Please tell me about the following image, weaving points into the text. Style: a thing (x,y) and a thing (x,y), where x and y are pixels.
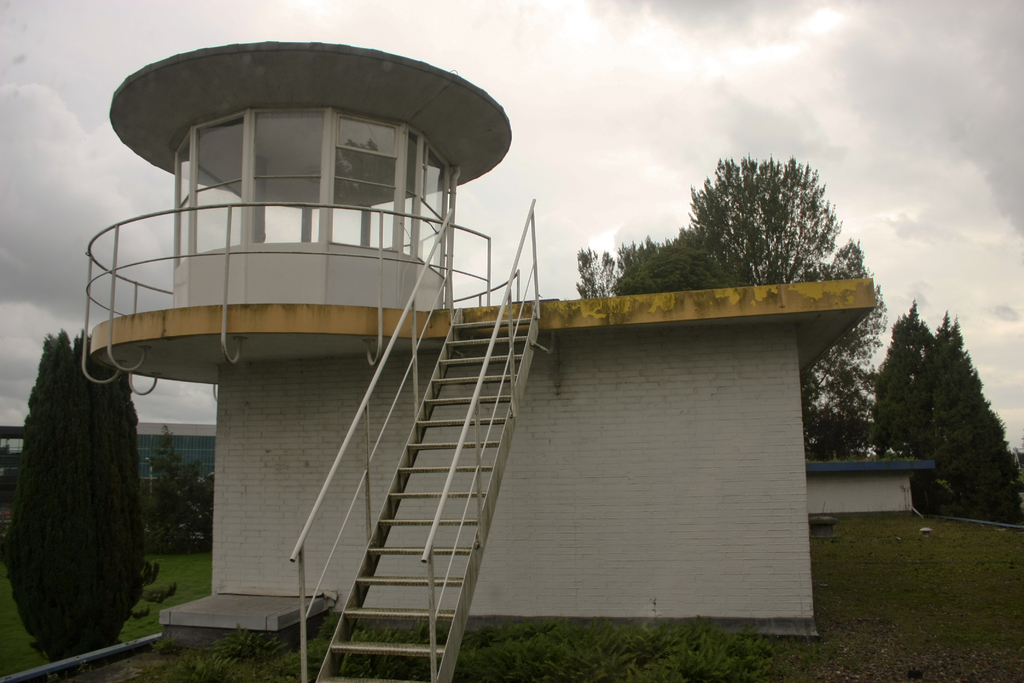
This is an outside view. Here I can see a building (291,434). In front of this, I can see the stairs (489,361). At the bottom (566,654) there are many plants (765,659) and grass (931,585) on the ground (861,580). In the background (991,444), I can see the trees (87,507). On the left side (184,447) there is a building (185,434). At the top of the image (843,119), I can see the sky (908,166) and clouds (840,41).
